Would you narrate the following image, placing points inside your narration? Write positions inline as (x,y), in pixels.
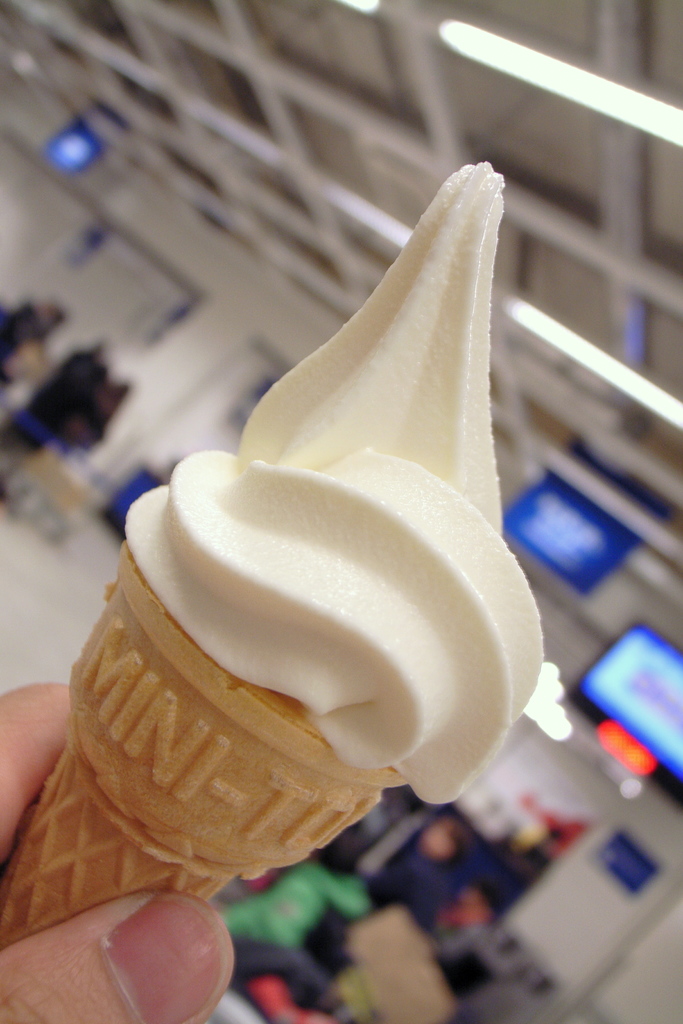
In this image I can see a hand (30,974) of a person (99,1009) is holding an ice cream cone (203,614). Here I can see something is written and in background (660,509) I can see a screen (656,768), few boards (604,550) and few people (70,438). I can also see this image is little bit blurry from background (15,133).
